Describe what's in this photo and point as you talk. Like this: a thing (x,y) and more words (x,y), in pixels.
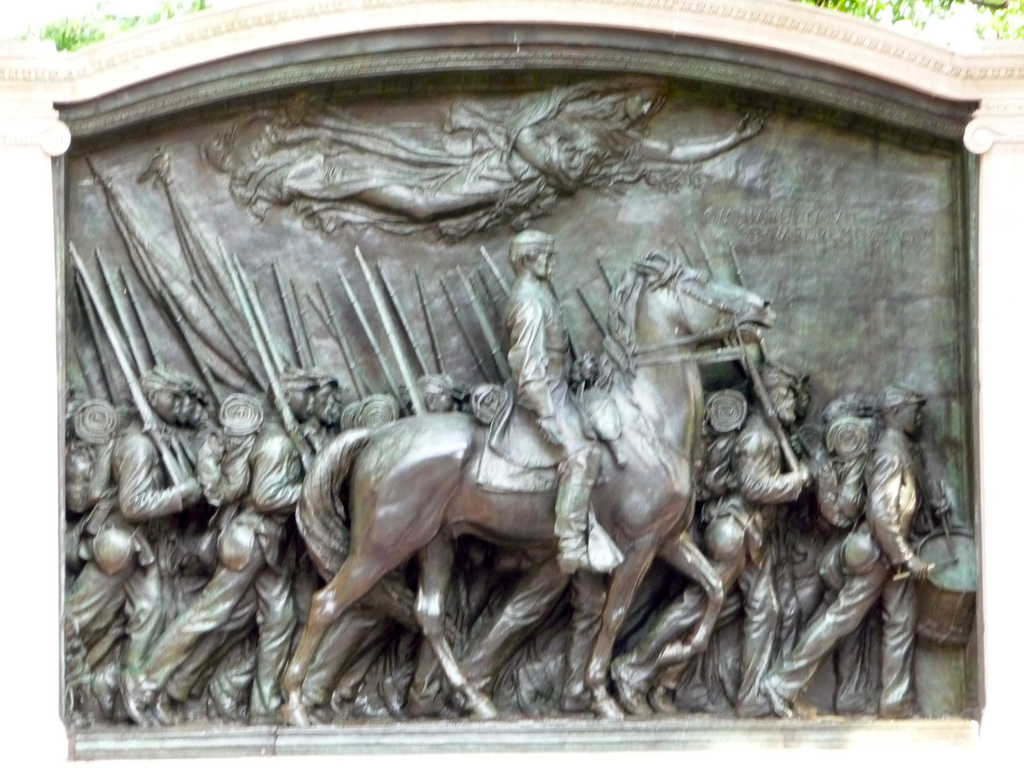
We can see sculpture (535,330), there is a person (535,384) sitting on horse (414,478) and group of people (274,665) walking.
